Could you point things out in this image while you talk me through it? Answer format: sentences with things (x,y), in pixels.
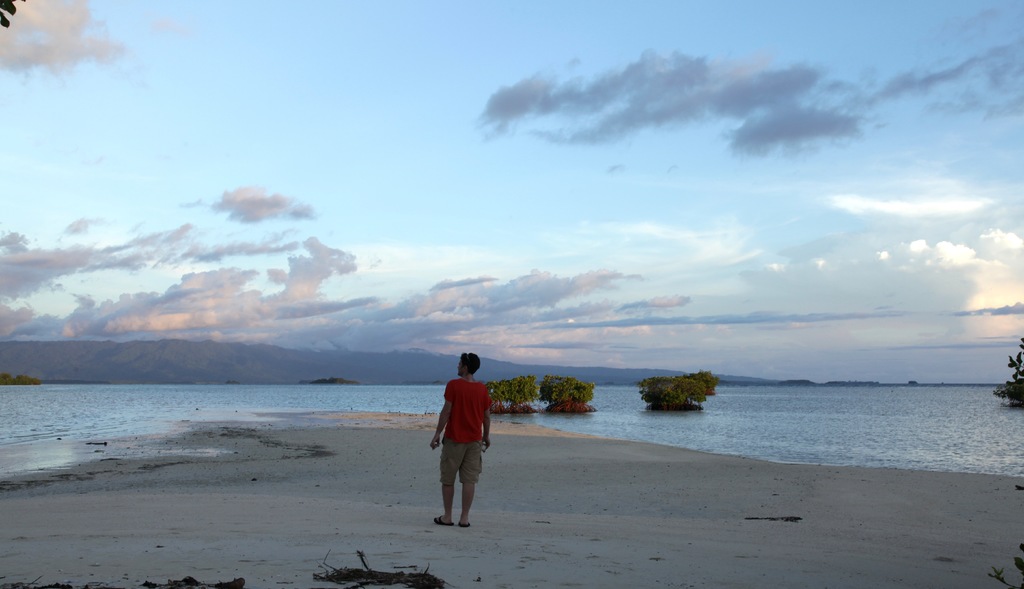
This image is taken outdoors. At the top of the image (68,129) there is a sky (536,302) with clouds (823,281). At the bottom of the image (387,515) there is a ground (274,499). In the background (161,366) there are a few hills (120,366). In the middle of the image (444,388) there is a river (913,439) with water (28,414). There are a few trees (555,406) and a man (469,418) is standing on the ground (546,482).
